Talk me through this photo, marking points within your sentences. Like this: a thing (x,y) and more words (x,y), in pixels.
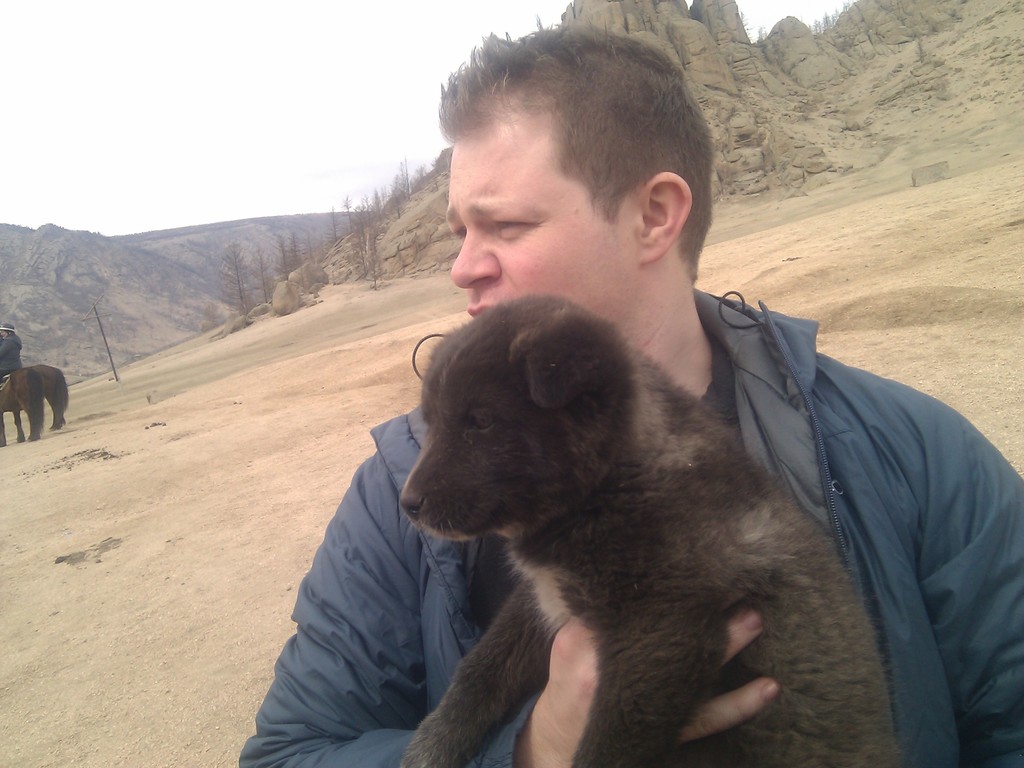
This is an empty land (269,406), here is a hill (745,71), there is a person (612,309) who is wearing blue coat (819,394), he is looking somewhere, he is holding a black color dog (746,524) in his right hand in the background (318,133) there is a sky (244,105), a hill (80,291). There is a horse (51,401), on the horse (19,377) there is some person (14,364) sitting.
